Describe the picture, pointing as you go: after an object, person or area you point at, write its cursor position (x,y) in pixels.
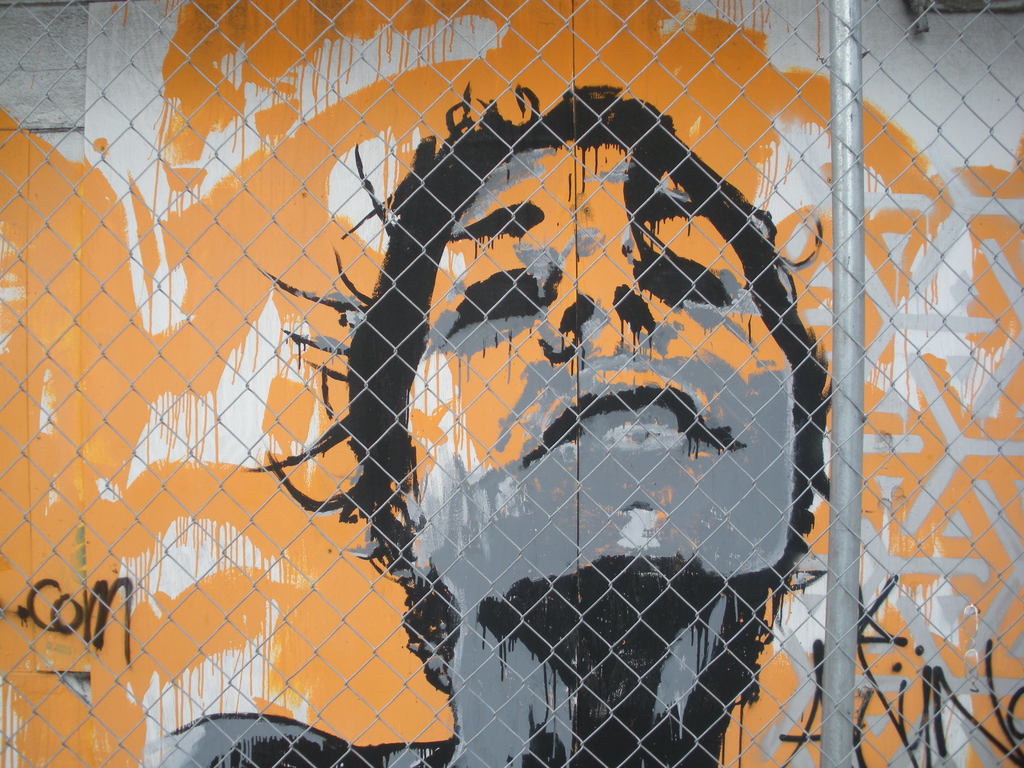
In this image we can see painting (237,462) on the wall (284,414) and fence (441,336).
